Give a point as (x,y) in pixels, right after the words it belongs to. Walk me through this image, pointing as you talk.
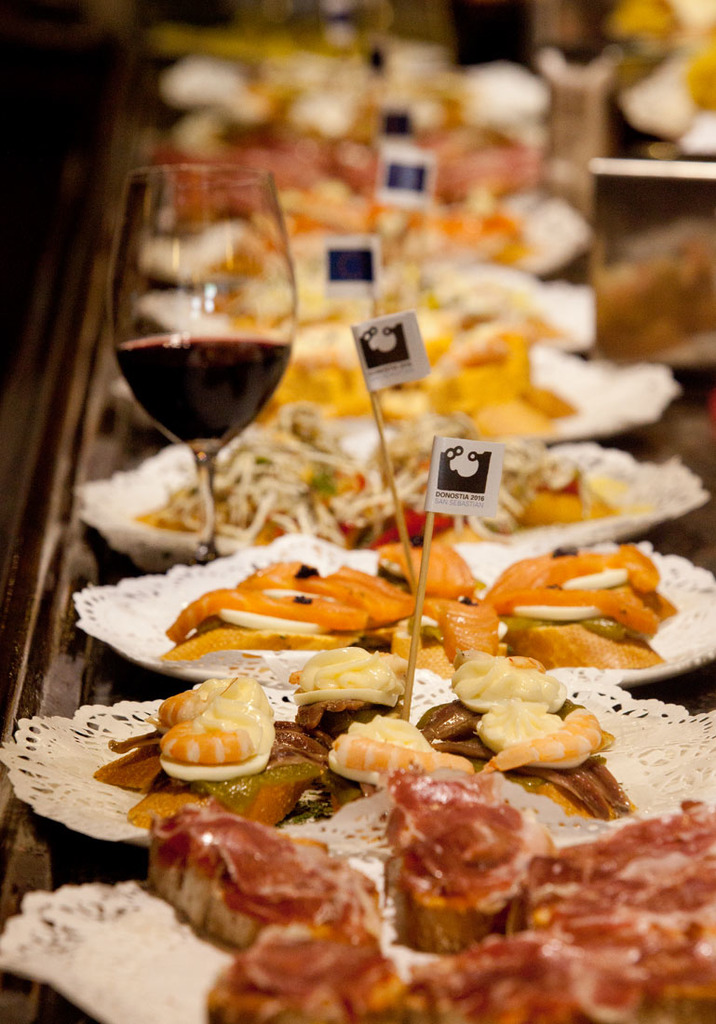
In the picture we can see a table (43,615) on it, we can see a some plate (563,672) of salads (574,631), meat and toothpicks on it and near to it we can see a glass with wine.
